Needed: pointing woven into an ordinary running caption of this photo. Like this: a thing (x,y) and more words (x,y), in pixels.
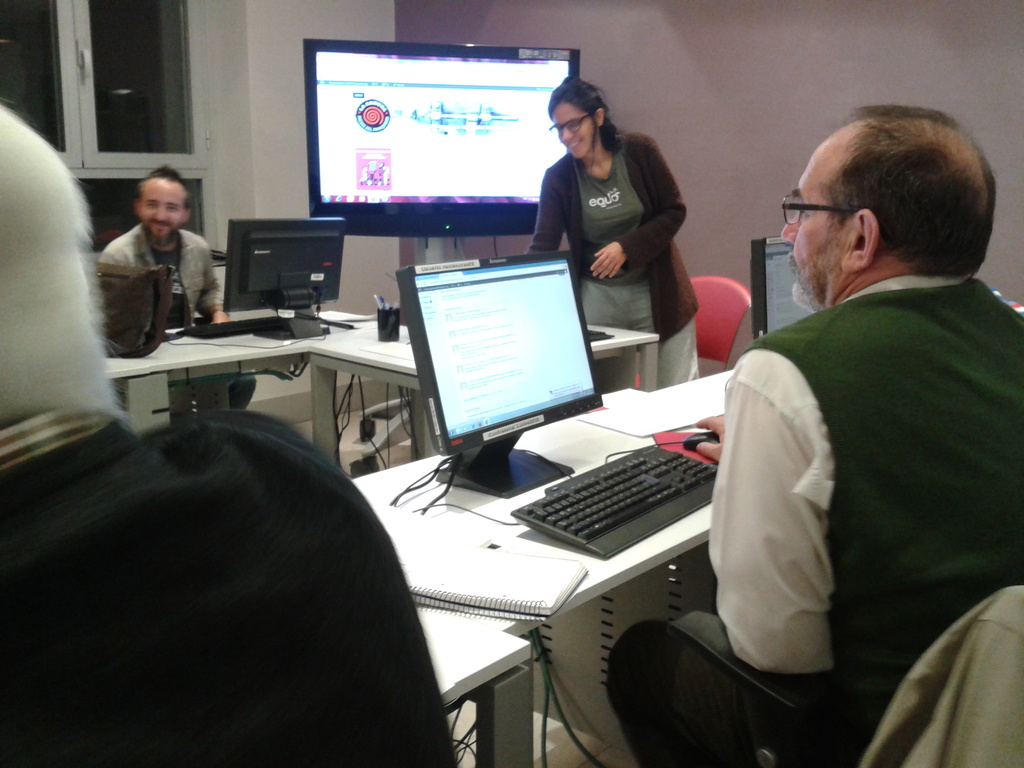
In this image we can see few persons (208,593) are sitting on the chairs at the tables (145,374) and on the tables (516,757) we can see monitors (414,306), keyboards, mouse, books (489,558), pens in a cup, bag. In the background (582,271) we can see a woman (581,260) is standing at the table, chair (710,307), TV (544,174), wall (469,36) and windows (38,86).
